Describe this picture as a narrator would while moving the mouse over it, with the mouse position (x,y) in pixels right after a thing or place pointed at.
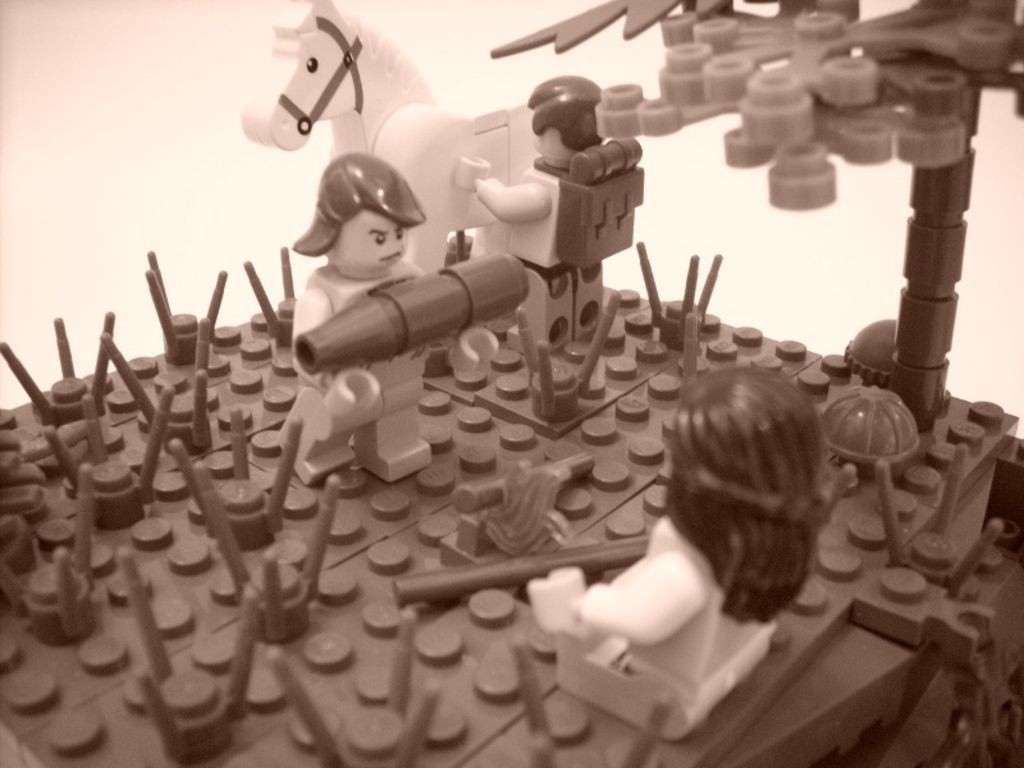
In the image I can see there are some lego cubes (426,566) where we can see some toys (728,672) in the shape of people (604,640) and animal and pole (912,244).
